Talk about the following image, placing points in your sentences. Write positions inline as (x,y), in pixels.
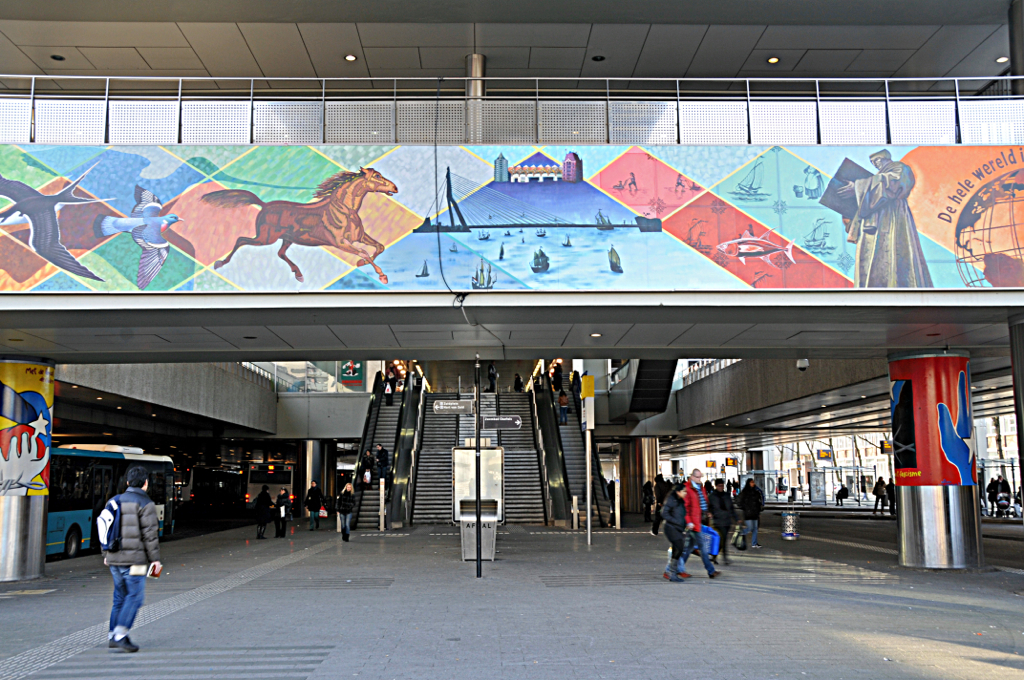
The picture is taken inside a building (863,394). In the foreground (262,634) we can see people (106,557), pole (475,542) and pavement (342,582). At the top (502,99) we can see ceiling (249,32), painting (386,165), hand railing (487,115) and other objects (69,301). In the middle of the picture (374,412) we can see staircases (504,448), people (366,460), escalators (408,395) and other objects (467,485). towards left (248,502) we can see people (130,486), vehicles (170,475) and construction (92,393). Towards right (714,511) we can see people (725,504), buildings (796,446) and other objects (772,495).
